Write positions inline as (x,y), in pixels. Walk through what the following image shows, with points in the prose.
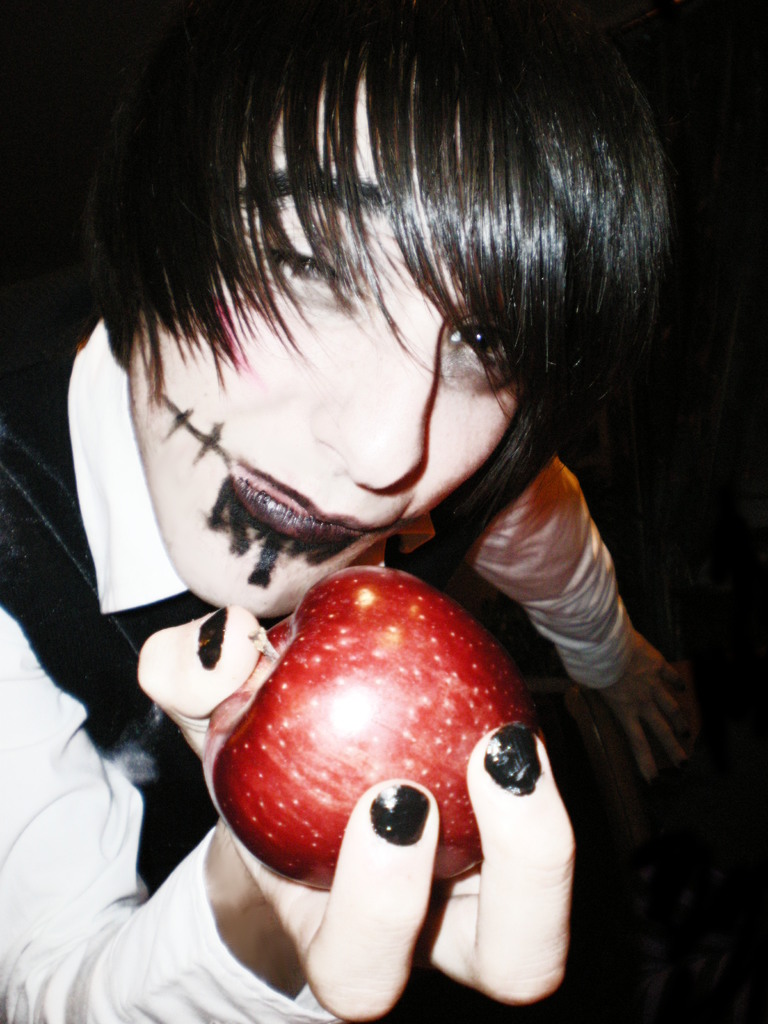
In this image, we can see a person (517,819) holding an apple (320,724) and an object (618,771). We can also see the dark background (735,437).
